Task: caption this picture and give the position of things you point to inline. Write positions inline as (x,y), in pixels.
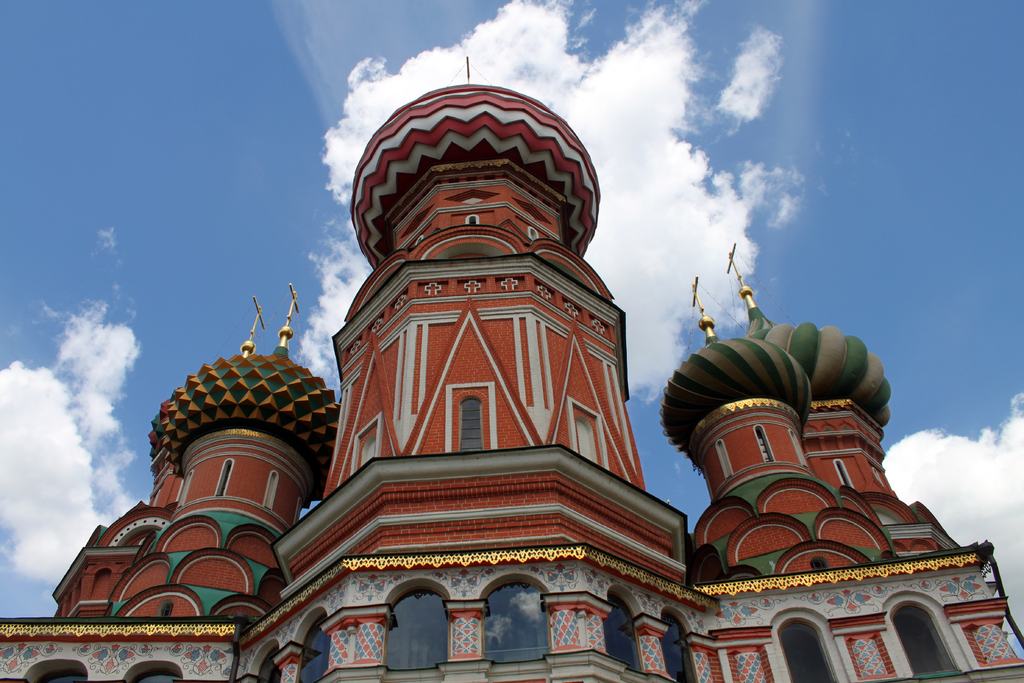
In this image I can see a palace (544,416) and I can see the sky (616,128).
